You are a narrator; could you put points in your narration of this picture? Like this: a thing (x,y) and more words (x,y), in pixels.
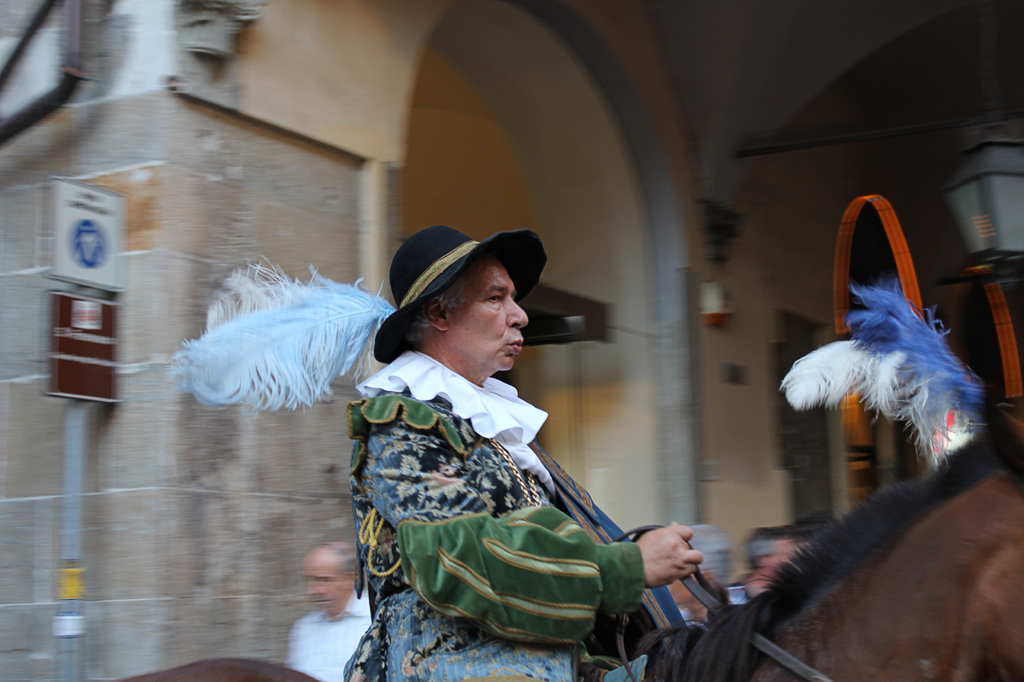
In the picture we can see a man (496,488) with a costume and wearing a black hat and white feather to it and sitting on the horse (828,591) and riding it and behind him we can see a building (137,309) and some pole (76,494) with a board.
